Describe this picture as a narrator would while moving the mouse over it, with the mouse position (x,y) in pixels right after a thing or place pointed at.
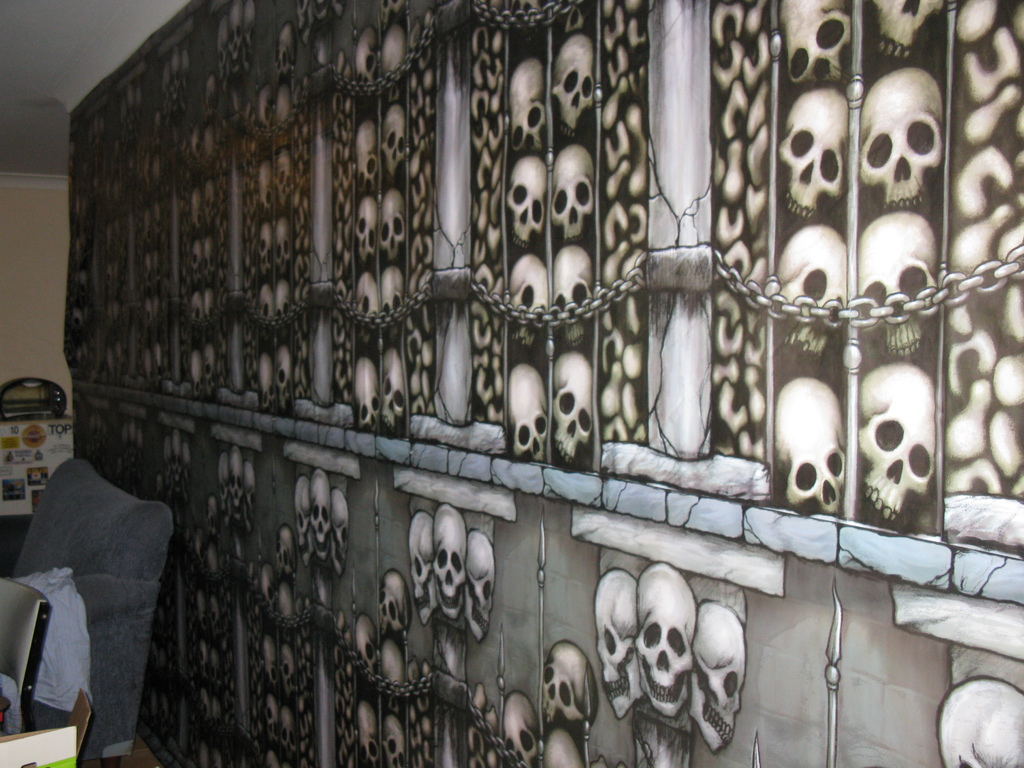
In this image we can see a wall (273,144) and skull pictures (825,472) on it. On the left side of the image (97,623) we can see cardboard cartons (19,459) and a chair (90,637).
